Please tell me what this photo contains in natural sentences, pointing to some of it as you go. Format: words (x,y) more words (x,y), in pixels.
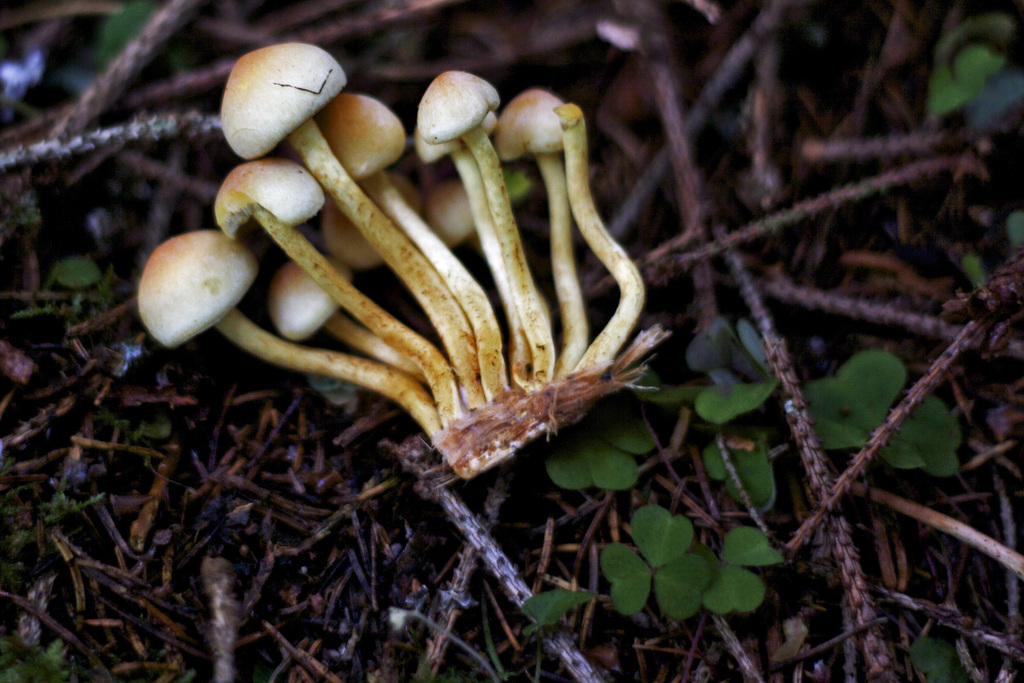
This image consists of small mushrooms (465,282) on the ground (837,616). At the bottom (434,588), there are dried stems (548,529) along with small leaves (662,525).
